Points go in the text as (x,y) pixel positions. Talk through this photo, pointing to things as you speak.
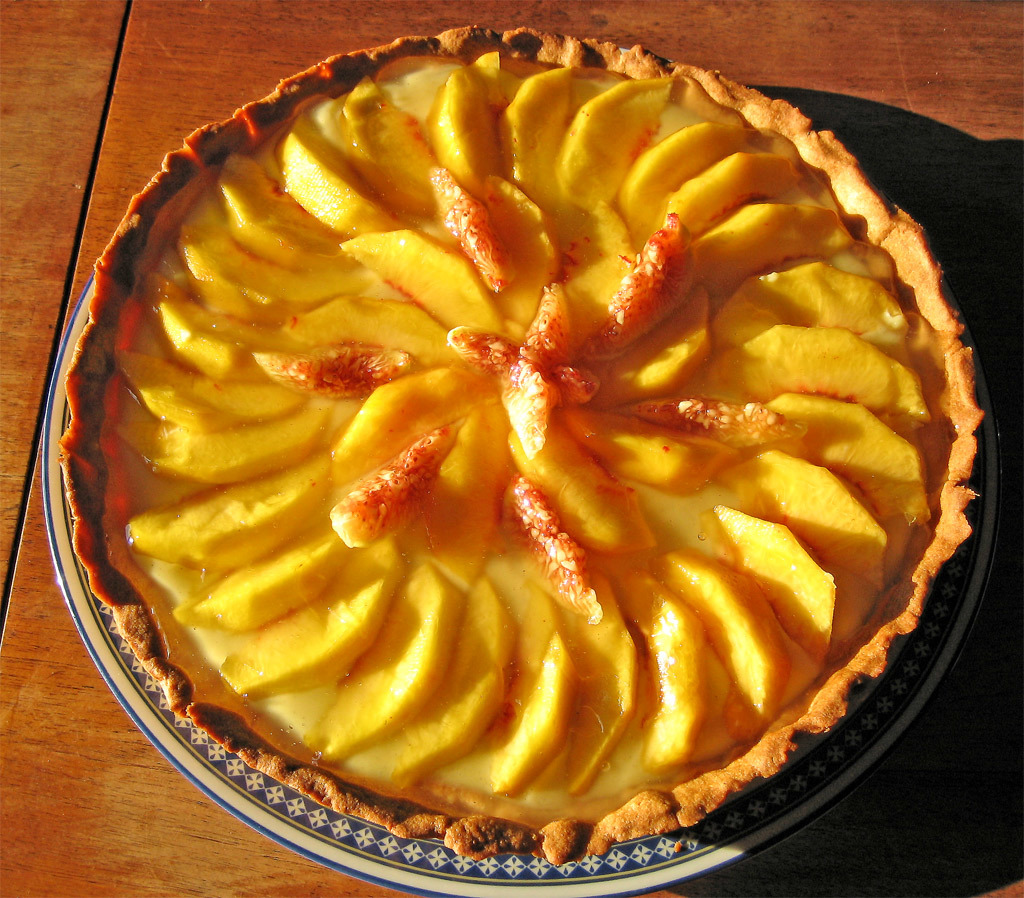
In this image we can see the food item (924,295) on a plate (350,848) and the plate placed on the table (966,768).
